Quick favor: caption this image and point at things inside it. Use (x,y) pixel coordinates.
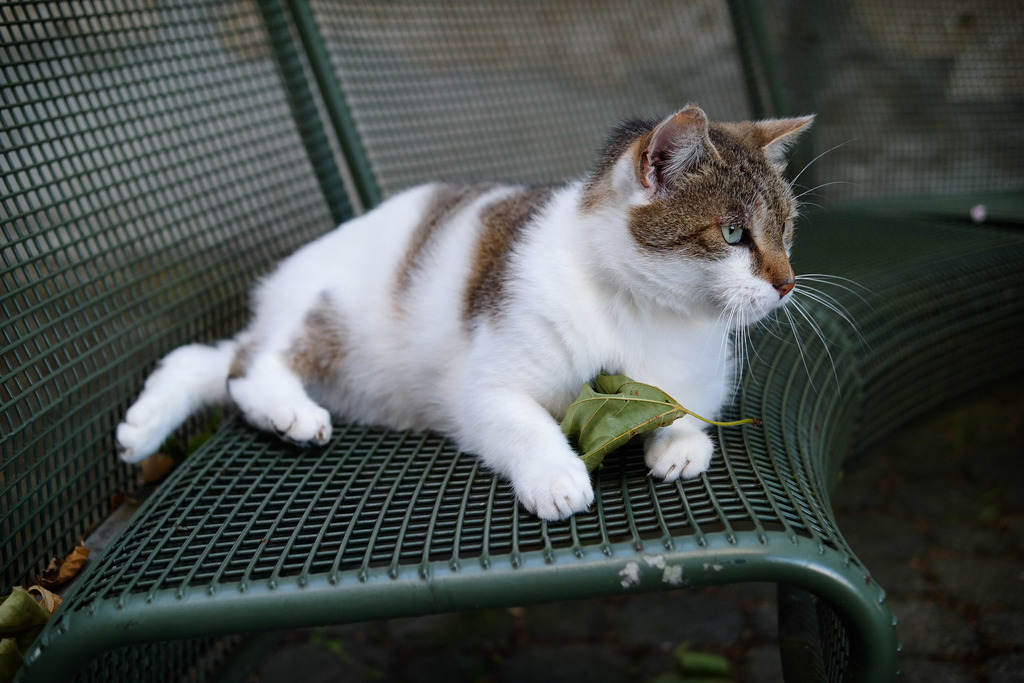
In this picture I can observe a cat (459,302) sitting on the bench (388,470) in the middle of the picture (468,436). The cat (494,296) is in brown and white color.
